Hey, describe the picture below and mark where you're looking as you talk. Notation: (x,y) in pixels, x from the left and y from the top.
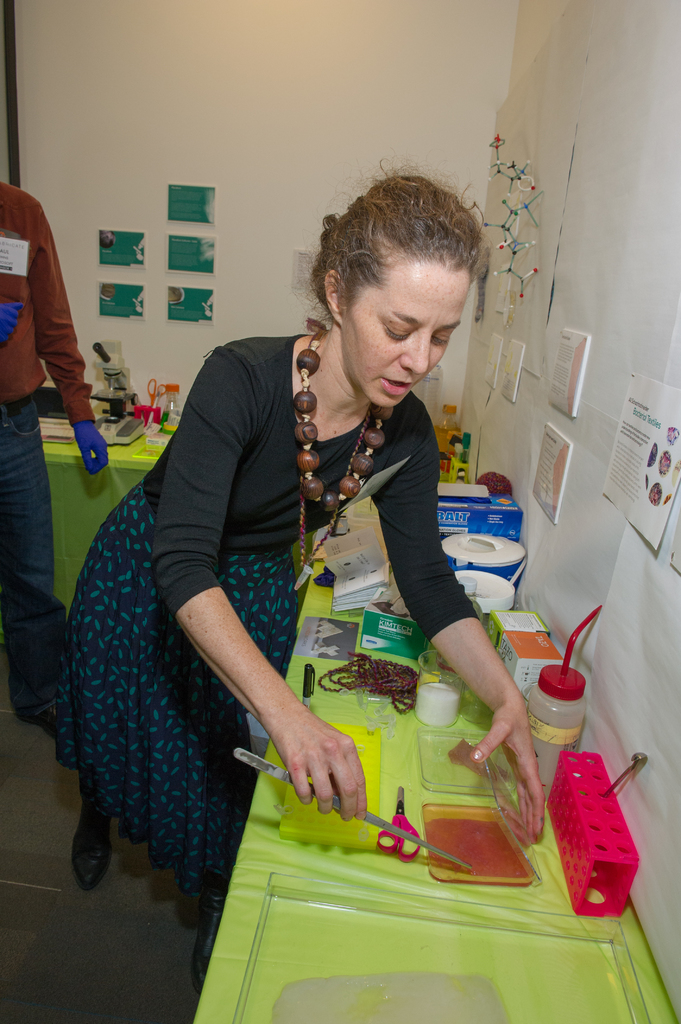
In this image there are people (67,391), a table (528,897), posters (99,252) and objects (489,480). Among them one person (2,265) wore blue gloves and an ID card (9,272). A woman (388,286) is holding an object (532,867). On the table (275,792) there are scissors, boxes (433,768) and objects (514,792). Posters (646,496) and decorative objects (509,206) are on the wall (509,174).
